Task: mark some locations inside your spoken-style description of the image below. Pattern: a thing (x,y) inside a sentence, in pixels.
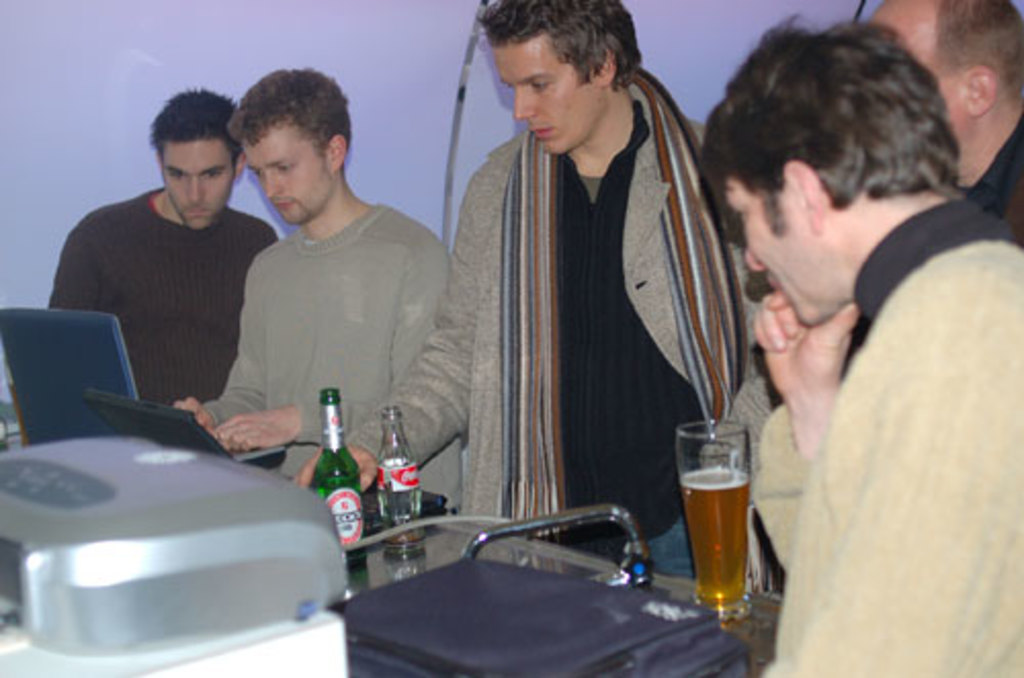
In this image there are five person (629,378) standing. On the table (362,573) there is a bottle (350,486), glass (704,522), laptop (140,425).
